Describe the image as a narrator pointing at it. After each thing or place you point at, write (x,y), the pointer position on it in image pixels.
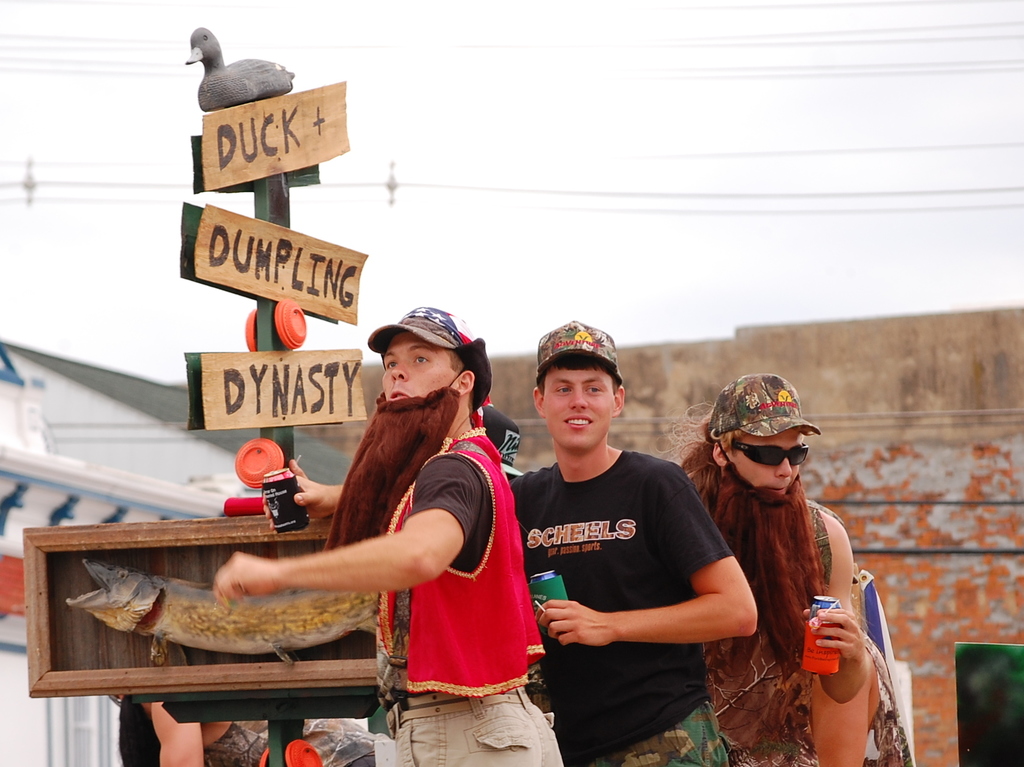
In front of the image there are three people (416,586) standing by holding some objects (279,527) in their hands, behind them there is a sign board (234,286) with some object (216,88) and text (244,269) on it, behind the board (241,409) there is a wall (929,451), on top of the image (731,69) there are cables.
